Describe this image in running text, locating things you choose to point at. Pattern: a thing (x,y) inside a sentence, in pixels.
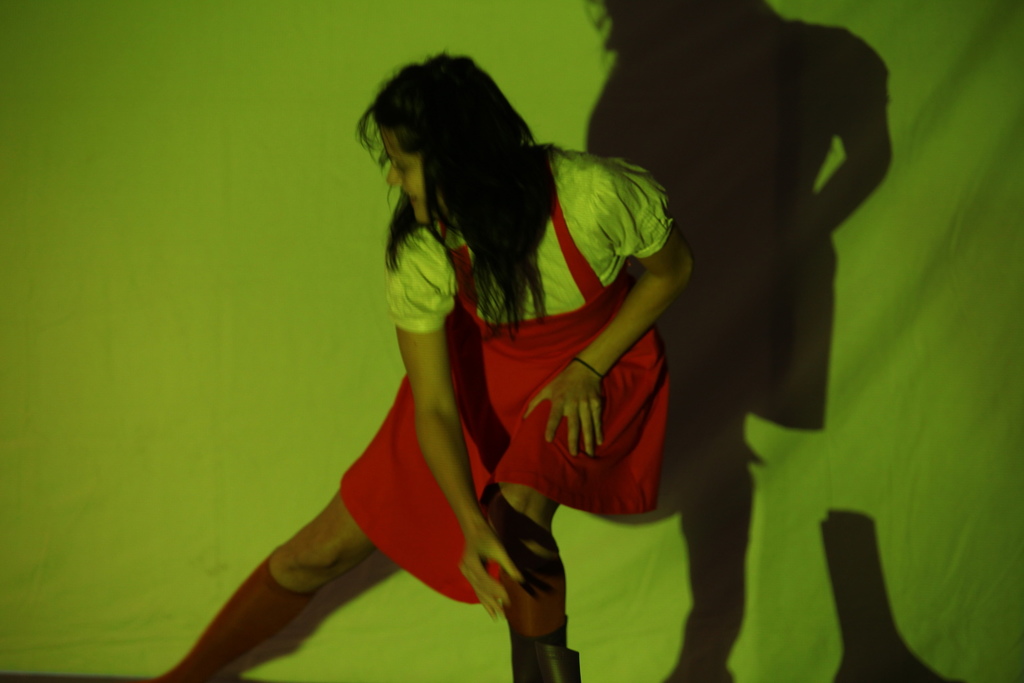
In this image, we can see a girl (470,346) who is wearing a dress (448,504) and is dancing. The background (107,57) is green in color.
